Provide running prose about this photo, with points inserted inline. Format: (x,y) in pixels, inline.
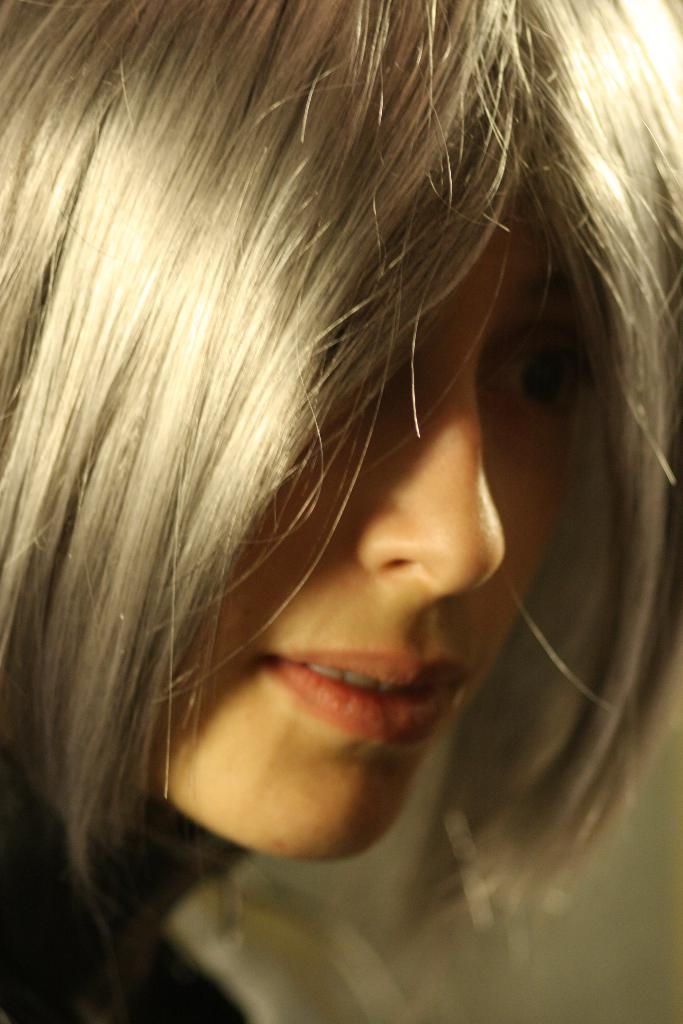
In this image we can see a woman (451,541) with blond hair (589,0).
